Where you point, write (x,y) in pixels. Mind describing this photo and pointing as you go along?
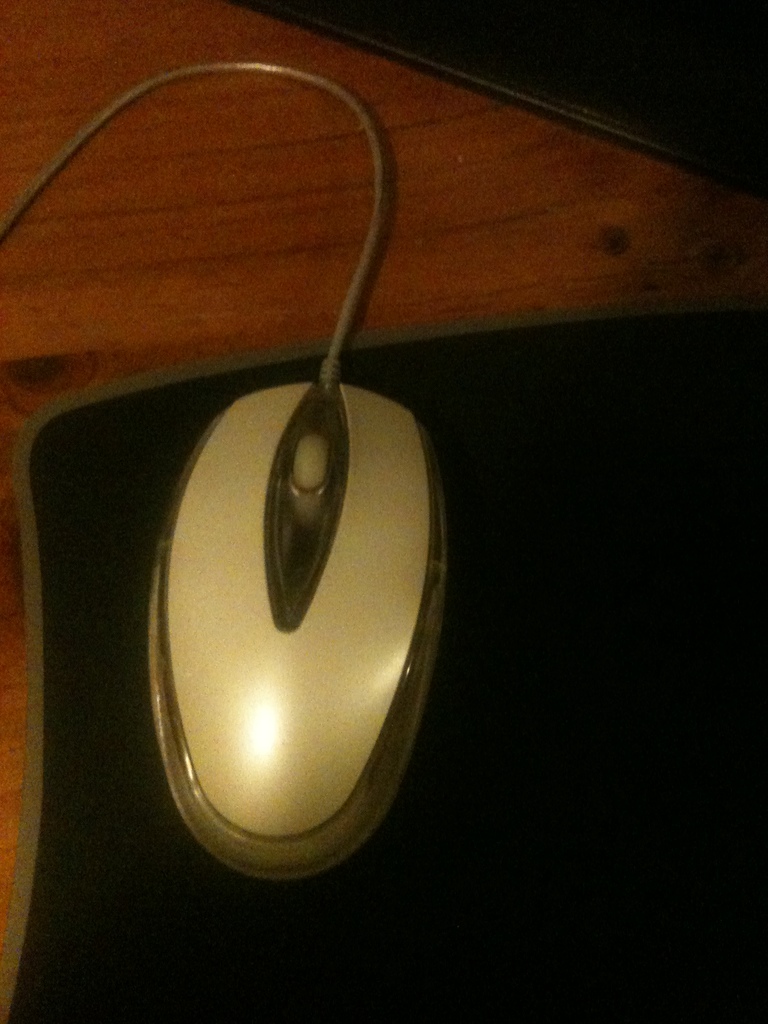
It is a mouse (309,604) on the mouse pad (535,836).
